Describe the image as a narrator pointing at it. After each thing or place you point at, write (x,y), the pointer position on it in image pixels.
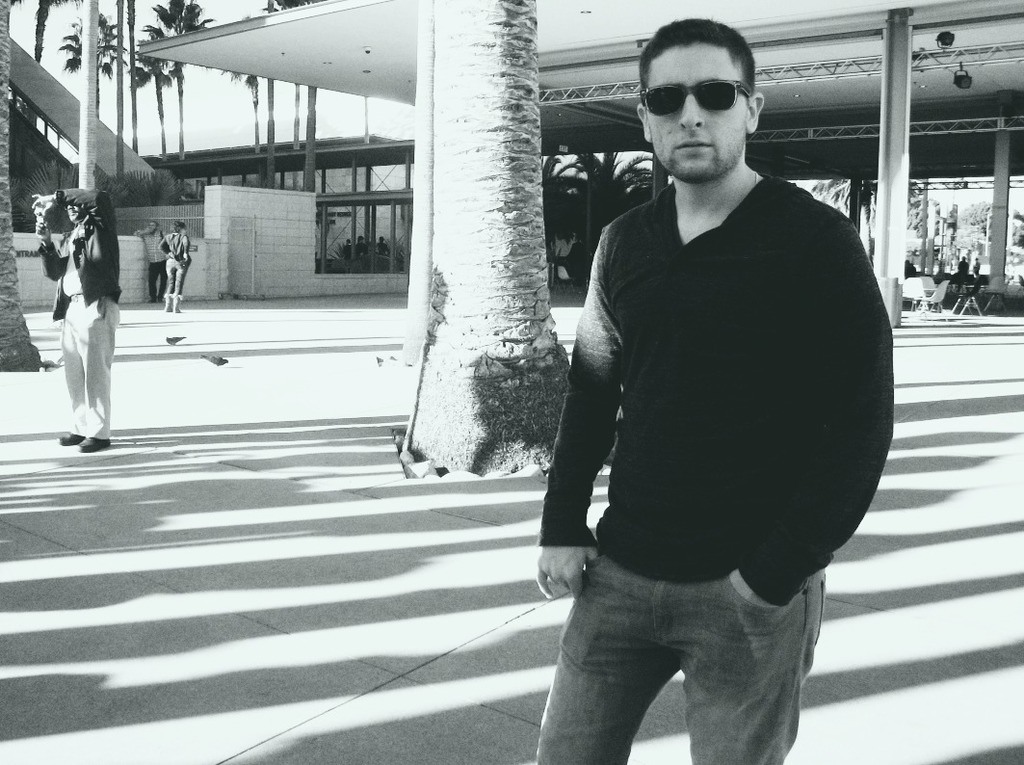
In this image I can see group of people (696,498) standing. In front (629,484) the person (687,237) is wearing spectacles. In the background (636,183) I can see few trees (618,189) and I can also see the shed (254,47) and the image is in black and white.
